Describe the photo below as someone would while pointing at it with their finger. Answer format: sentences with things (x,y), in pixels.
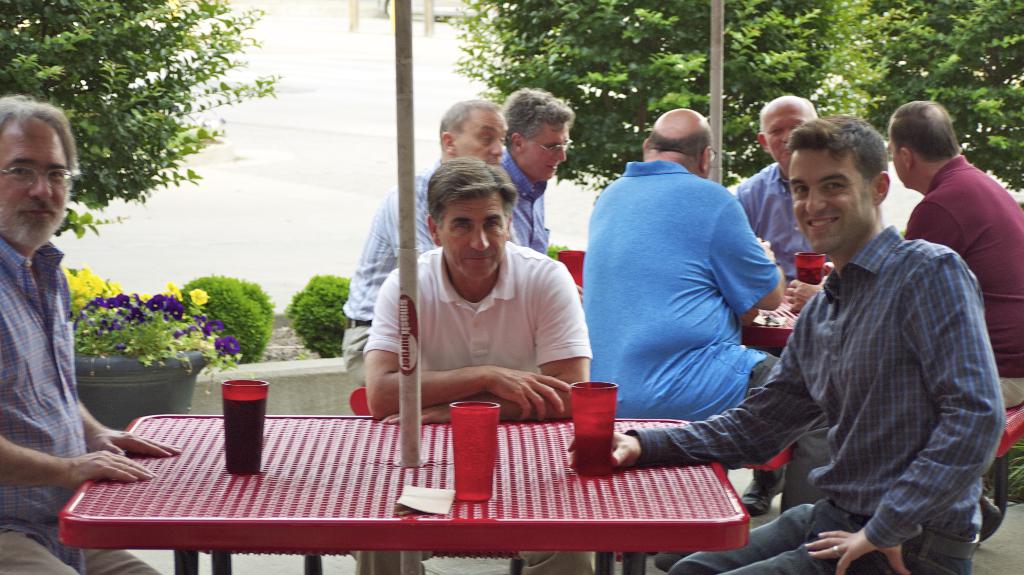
In this image I can see few men (485,110) are sitting. I can also see smile (821,218) on his face (832,232). Here I can see few tables (555,480) and on this table (549,531) I can see few glasses (587,404). In the background (563,62) I can see few trees (800,65) and few plants (229,294). I can also see few of them are wearing specs (48,180).
